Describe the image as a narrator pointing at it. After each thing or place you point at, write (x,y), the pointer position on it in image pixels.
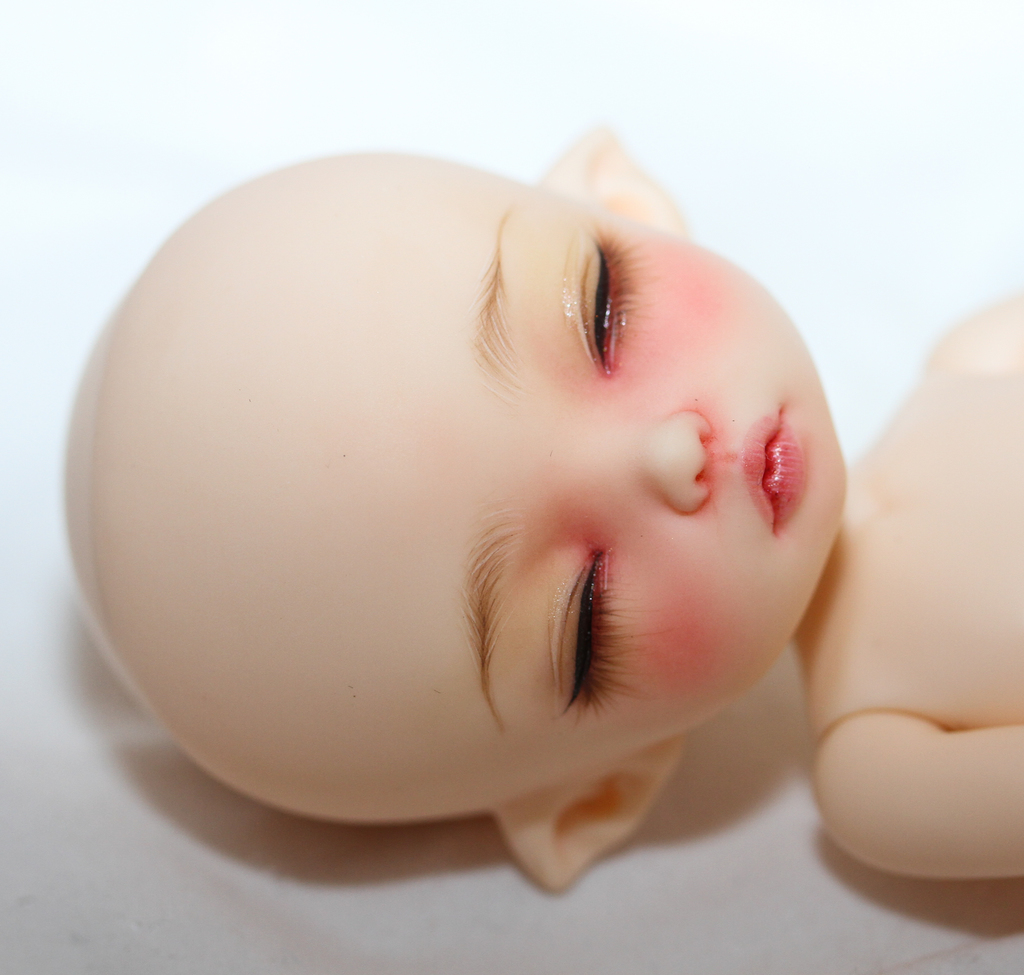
In this image we can see a doll (805,575) on the surface (629,127).
